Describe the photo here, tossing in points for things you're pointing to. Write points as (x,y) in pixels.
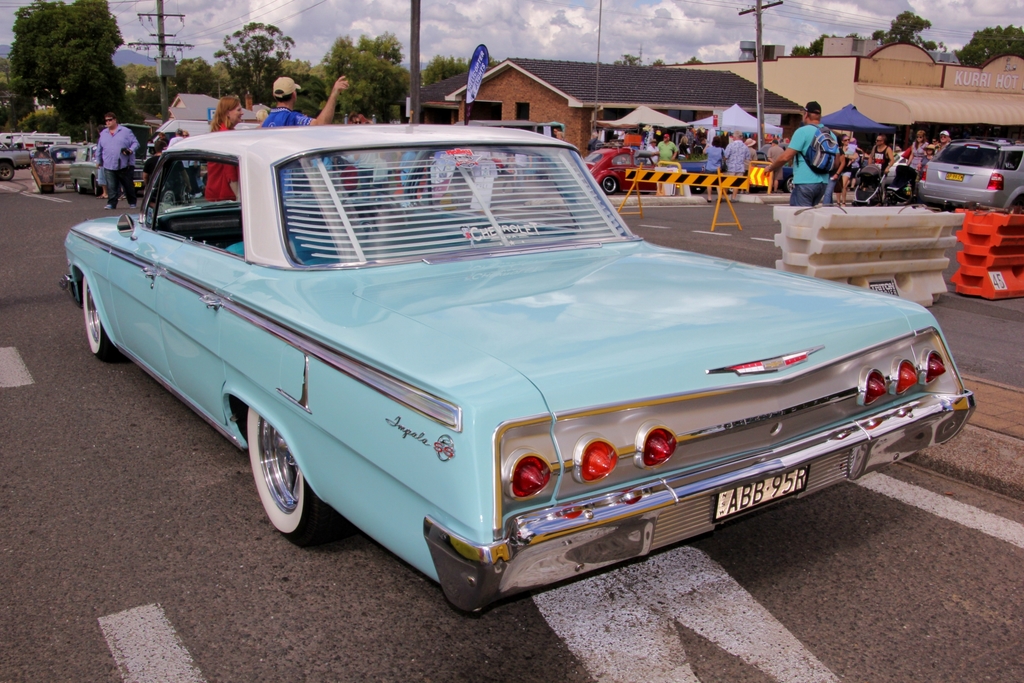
At the bottom of the image (584,590) I can see road (387,613). In the middle of the image (607,314) I can see one blue car (650,346). On the right side of the image (816,129) I can see group of people (839,163), cars (964,192), and buildings (776,59).
